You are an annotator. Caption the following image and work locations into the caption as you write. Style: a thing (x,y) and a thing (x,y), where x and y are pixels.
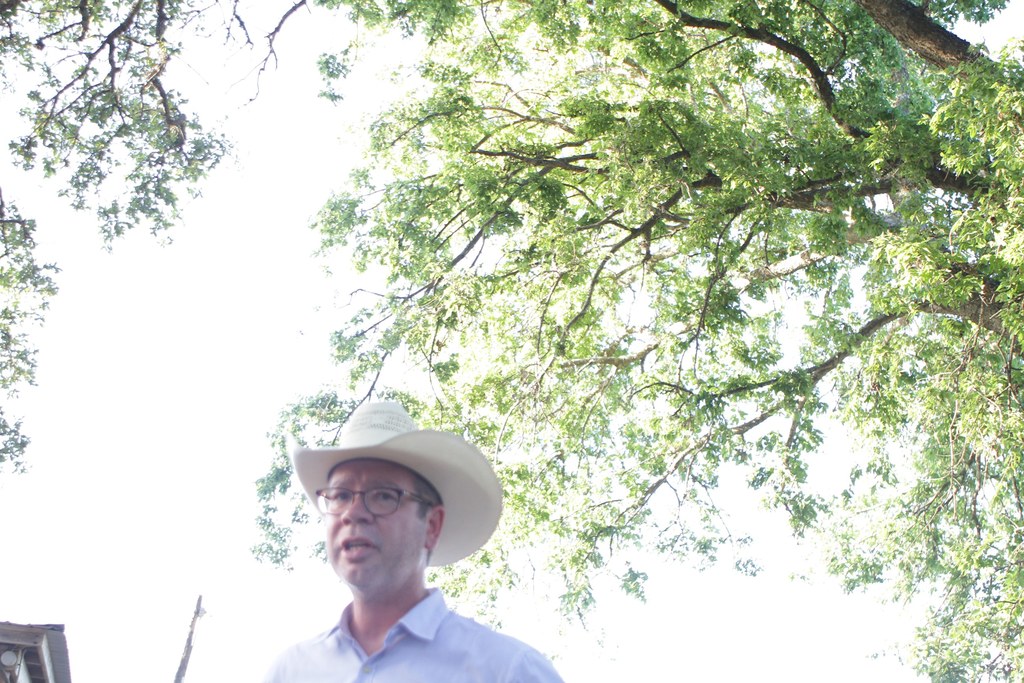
This picture is clicked outside. In the foreground (484,529) there is a person (358,512) wearing blue color shirt (441,625) hat (494,503) and seems to be talking. In the background (207,227) there is a sky (182,382), tree (588,181) and a building (67,667).
